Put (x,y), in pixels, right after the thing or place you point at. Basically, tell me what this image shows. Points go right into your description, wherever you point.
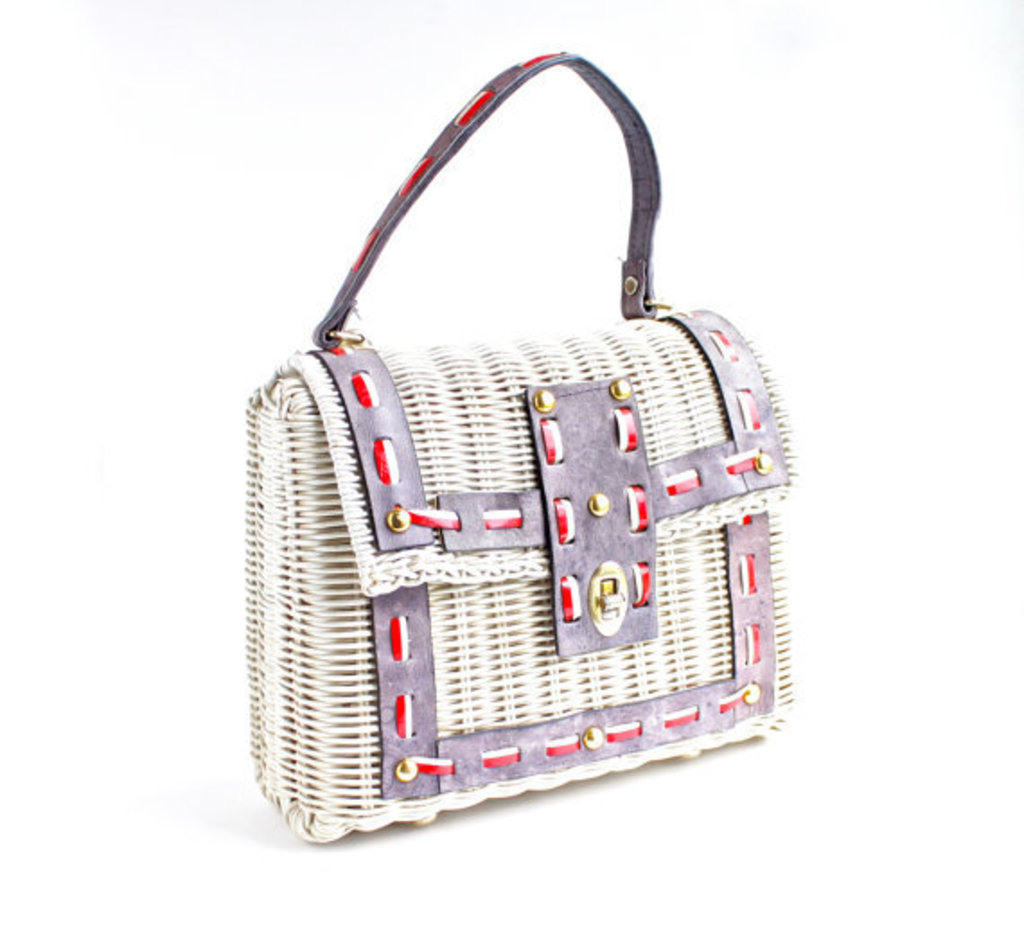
This picture seems to be of inside. In the foreground (377,493) there is a purse (541,381) placed on the surface (430,830) and the background (868,76) is white in color.
